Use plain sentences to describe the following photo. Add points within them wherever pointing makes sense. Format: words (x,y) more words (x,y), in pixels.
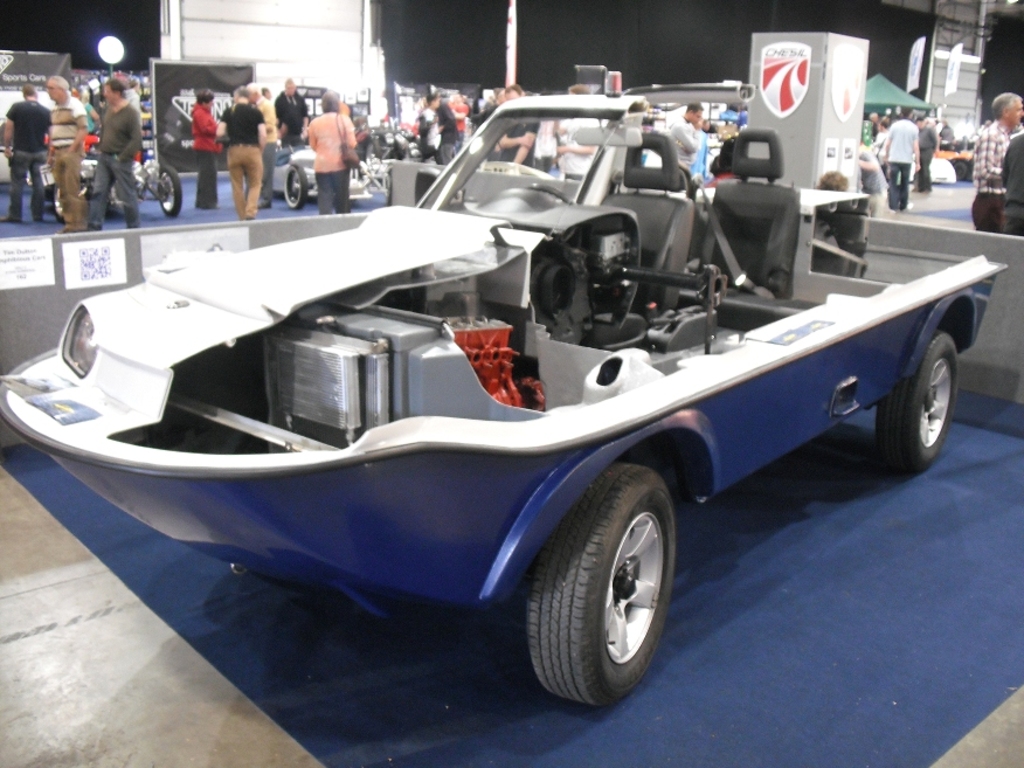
In this image, we can see vehicles (90,169) and persons (982,196). There is a car (522,234) on the carpet (926,479) which is in the middle of the image (488,278).
